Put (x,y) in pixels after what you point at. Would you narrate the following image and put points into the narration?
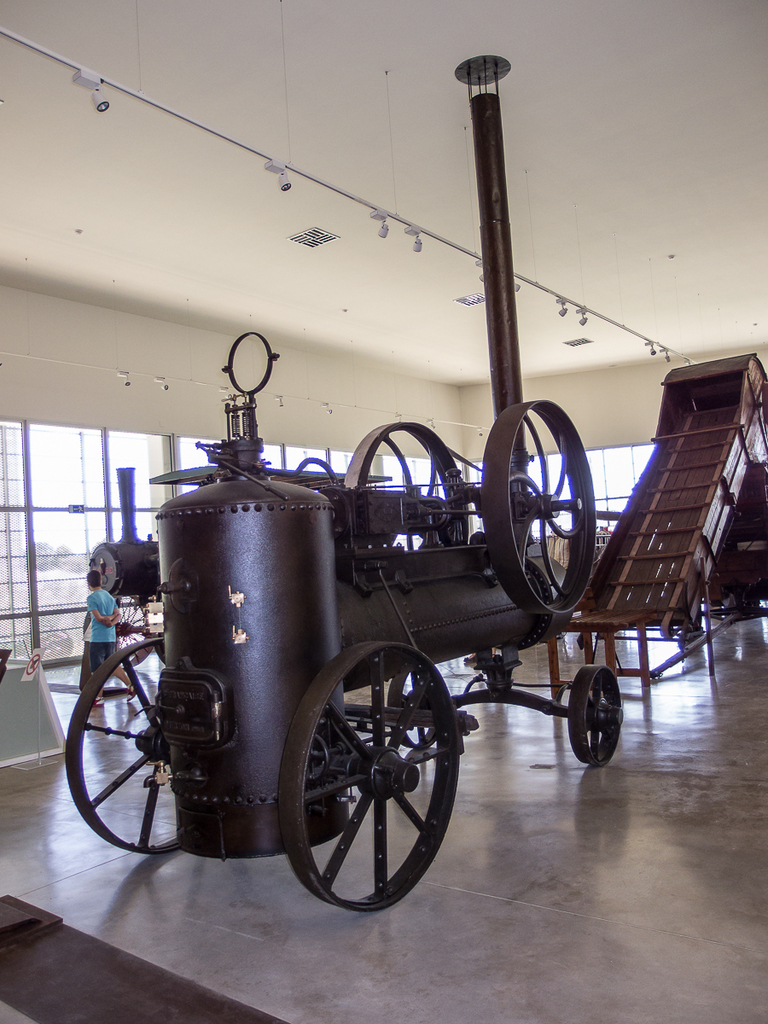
In this image we can see a vehicle (383,625) with wheels (426,428) and a cylinder (322,597). Also there is a pole (495,354). In the back (110,440) there are glass windows (142,527). On the ceiling (419,166) there are lights (562,315). Also we can see a person (106,594) in the back (99,619).
